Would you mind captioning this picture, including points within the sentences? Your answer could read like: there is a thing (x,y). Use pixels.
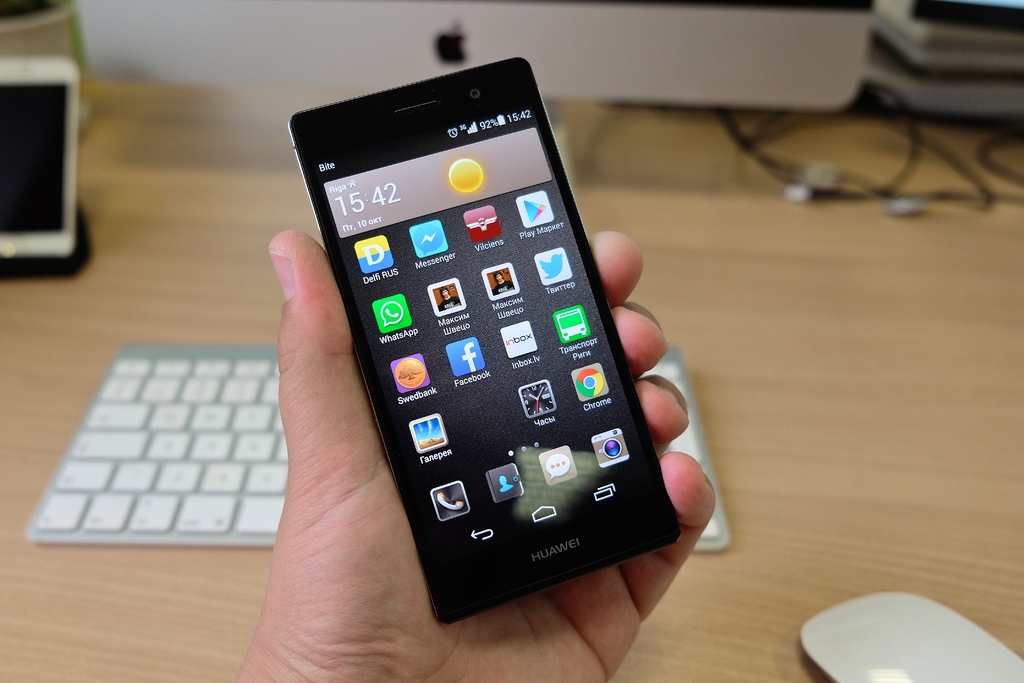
This picture shows a human hand (410,619) holding a mobile (539,165) and we see a keyboard (135,487) and a monitor (825,70) and a mouse (859,642) on the table (179,206) and we see another mobile (40,111) on the side.
